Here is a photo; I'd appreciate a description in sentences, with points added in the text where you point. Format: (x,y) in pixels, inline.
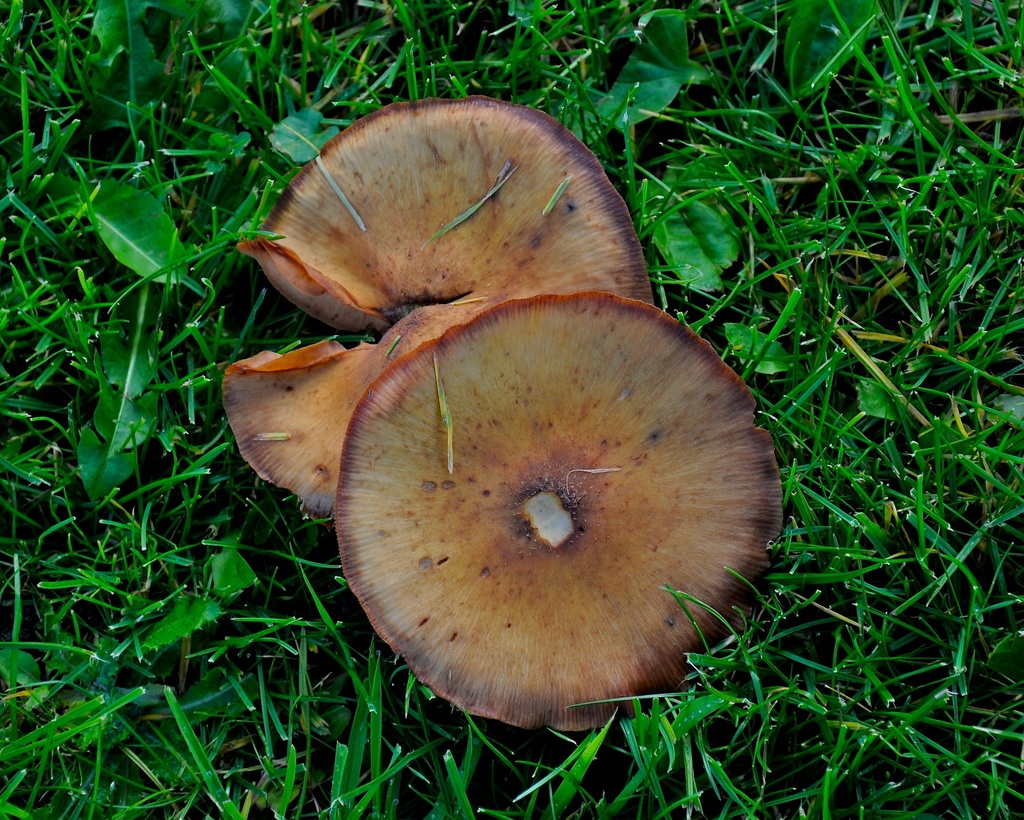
In this picture we can see two mushrooms (514,325) here, at the bottom (846,656) there is grass (860,633).
